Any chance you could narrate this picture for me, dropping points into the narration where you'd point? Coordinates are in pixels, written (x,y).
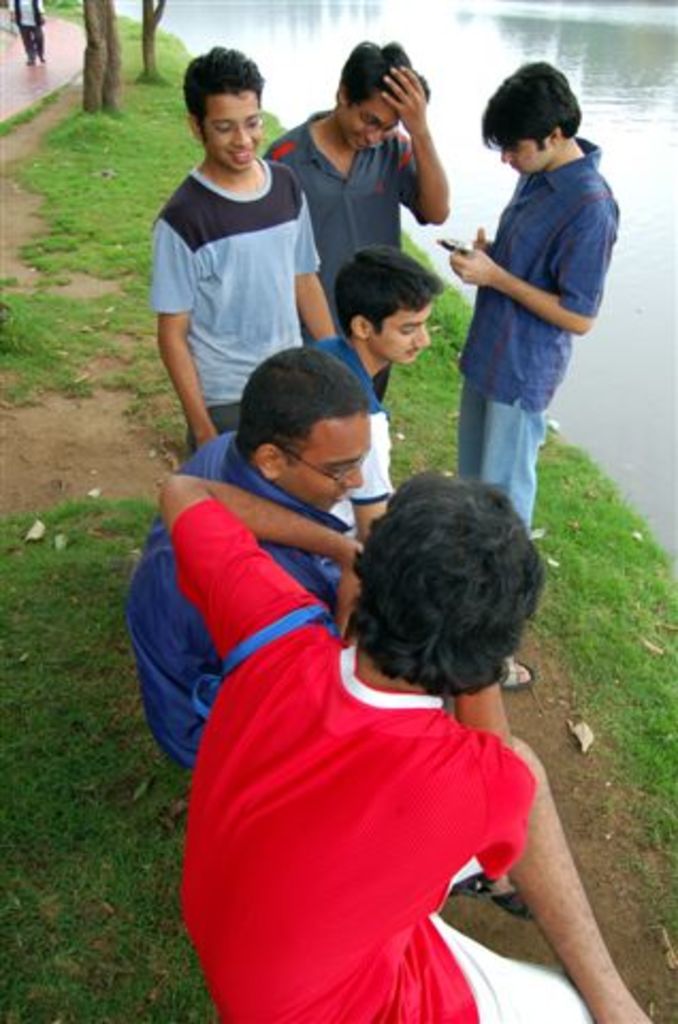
Here we can see a group of people (223,571). Beside this people (438,806) there is a water (277,95). Land (64,147) is covered with grass (56,717). Far there is a person (30,31).
